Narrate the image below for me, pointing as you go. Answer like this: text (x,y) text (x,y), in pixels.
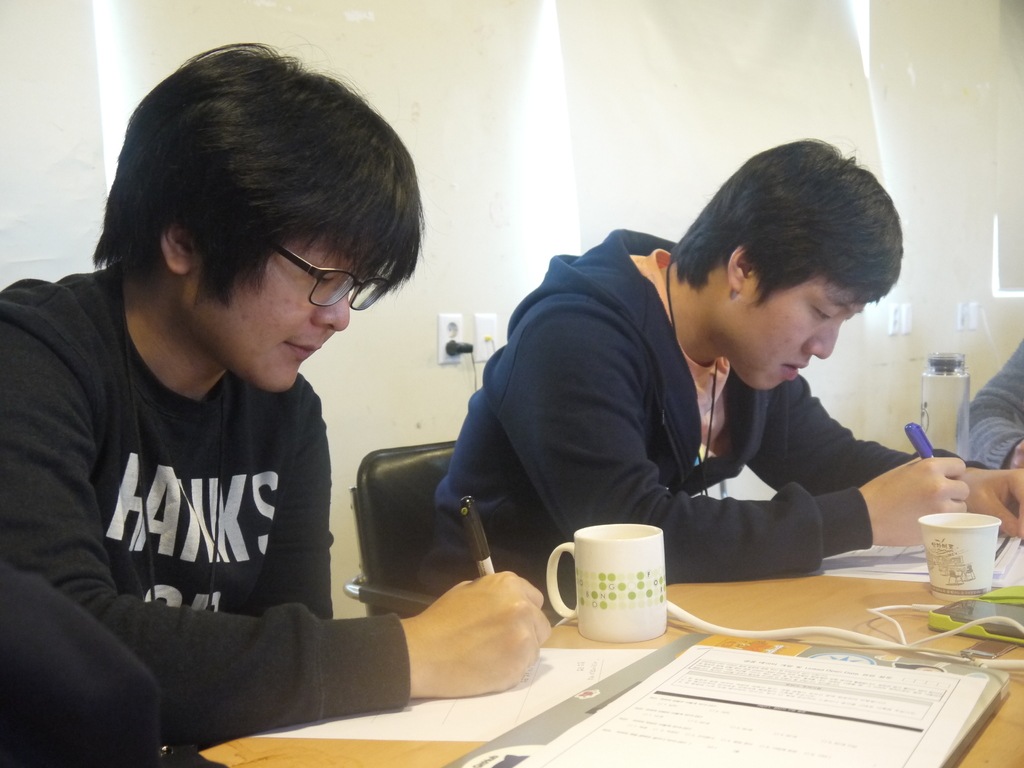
Here men (545,416) are sitting on the chair (394,514). There is glass (635,606), paper (587,667), cable (930,651) is present on the table (756,620), this is wall (650,132).
